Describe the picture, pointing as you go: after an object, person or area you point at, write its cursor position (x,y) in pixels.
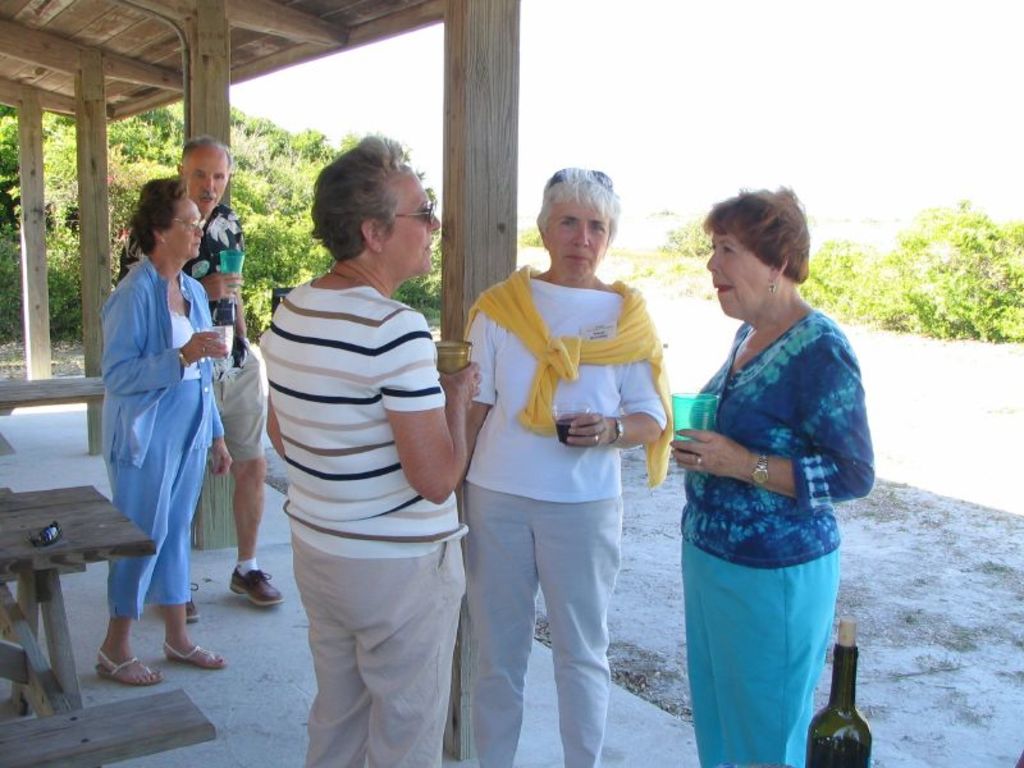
This picture shows few of them (817,443) standing and they are holding glasses (454,354) in their hands (196,345) and we see benches (152,747) and sunglasses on the bench (73,535) and we see a wine bottle (839,643) and few trees (919,306) and we see a woman (353,255) wore sunglasses (427,213) on her face (418,184) and another woman (200,232) wore spectacles (199,230).
